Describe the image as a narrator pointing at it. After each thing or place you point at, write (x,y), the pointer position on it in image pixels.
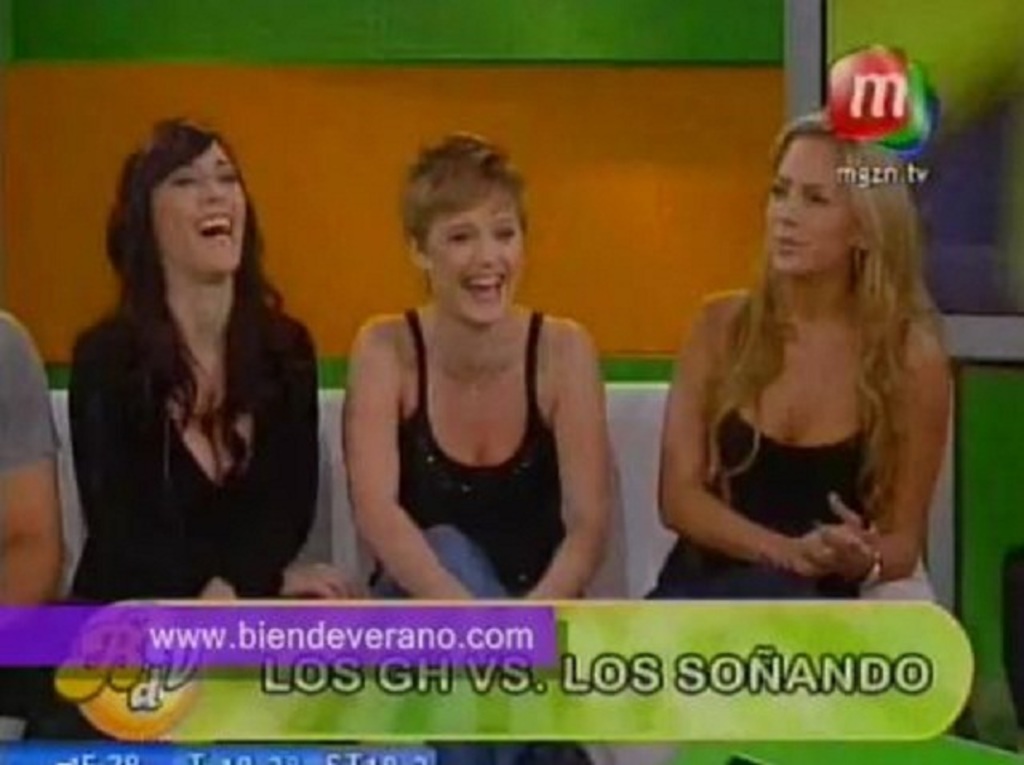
In this image I can see a television screen (526,230) in which I can see three women (177,396) wearing black colored dresses (770,503) are sitting on a white colored couch (617,477). I can see scrolling (338,673) on the bottom of the image (354,649) and the green and orange colored surface (635,187) in the background (609,55). I can see the channel logo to the right top of the image (904,142).
